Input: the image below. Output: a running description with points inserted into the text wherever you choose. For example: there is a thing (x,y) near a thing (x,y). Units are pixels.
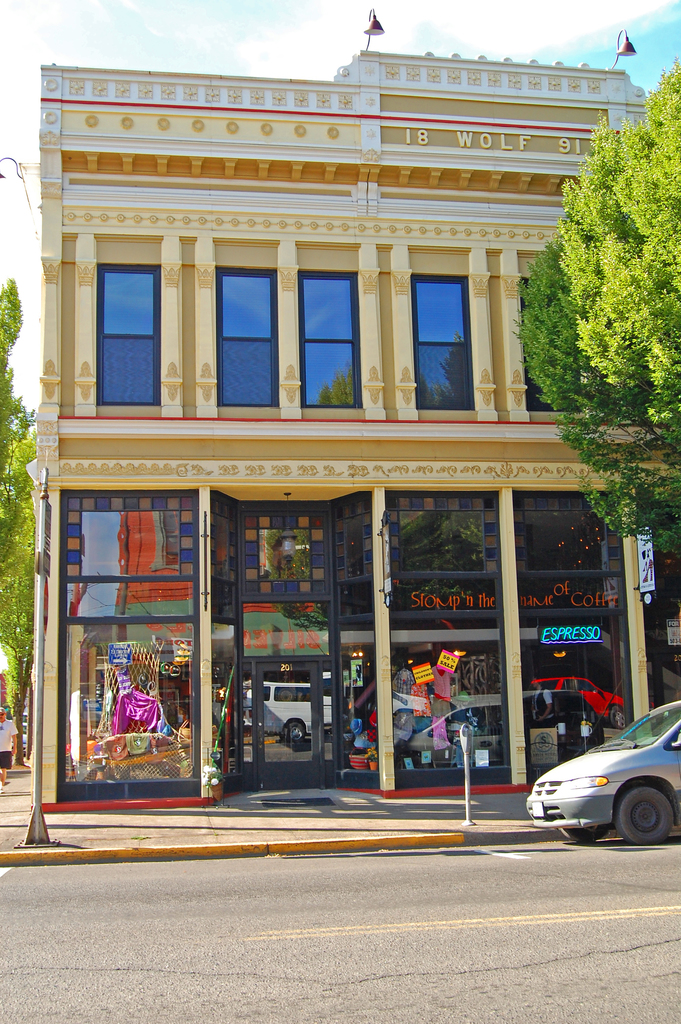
In this image we can see a building (442,520), on the windows (250,622) there are posters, and stickers (485,601), there are poles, light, there is a car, and boards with some text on it, there are trees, there is a person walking on the pavements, also we can see the sky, and the reflection (488,721) of a car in the mirror (436,697).
